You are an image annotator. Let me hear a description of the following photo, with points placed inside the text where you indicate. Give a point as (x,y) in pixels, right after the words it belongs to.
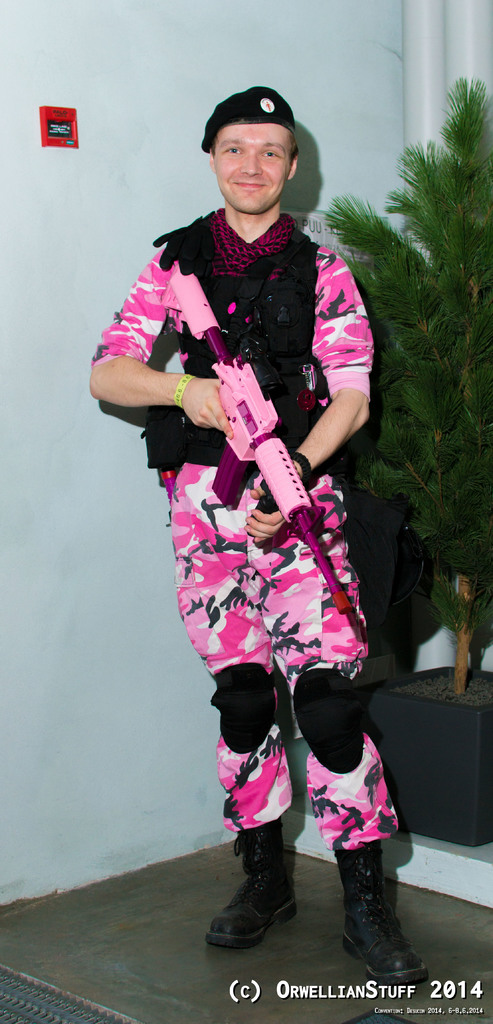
In this image we can see a man (263,265) wearing the cap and holding the gun (280,471) and also standing and smiling. In the background (419,287) we can see the plant (436,510), a red color board (75,108) attached to the plain wall (134,84) and at the bottom (173,978) we can see the path (164,964) and also the text (462,995).
